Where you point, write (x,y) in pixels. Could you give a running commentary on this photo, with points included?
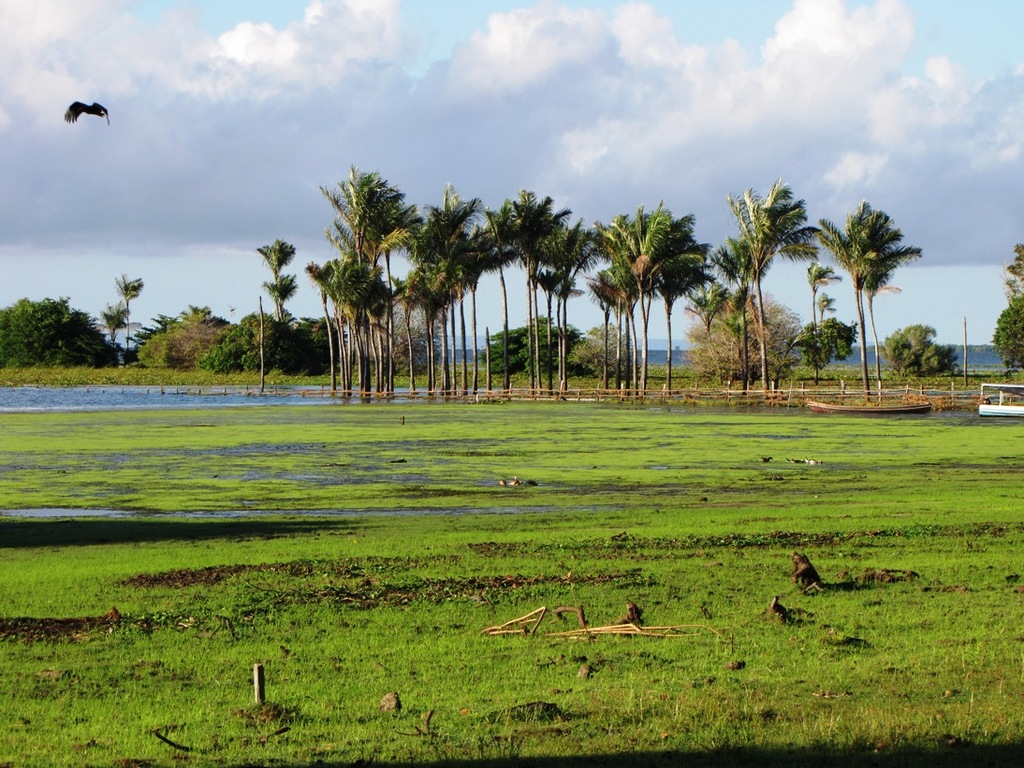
In this image, we can see so many trees (385,368). Here at the bottom (724,515), we can see a water (408,475), grass (1007,612). Right side of the image (869,407), we can see few boats (1001,414). Top of the image (763,70), there is a cloudy sky (504,106). Here a bird (70,114) is flying.
